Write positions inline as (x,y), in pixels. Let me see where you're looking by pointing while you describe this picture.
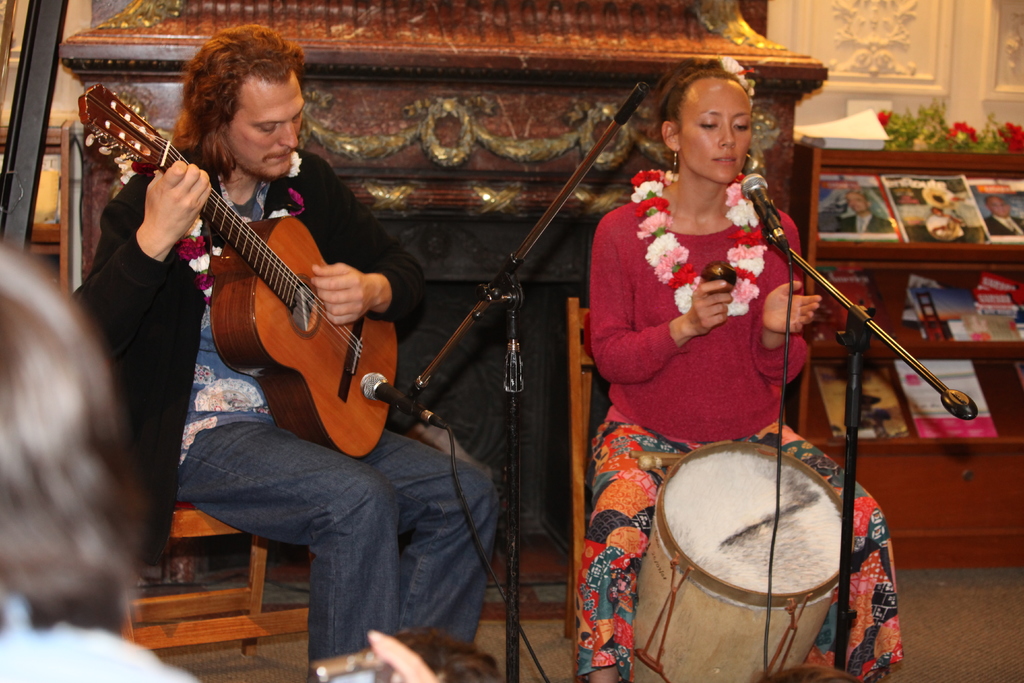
In this image i can see there are two persons (339,306) sitting on the chair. On the left side of the image (300,505) we can see a man (265,178) who is playing a guitar (281,334) in his hands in front of the microphone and on the right side of the image (687,314) we can see a woman (751,429) is playing a musical instrument (708,481) in front of the microphone (783,229). In the back of the image (807,417) we can see there is a shelf (894,356) in which it has couple of books (927,204).
